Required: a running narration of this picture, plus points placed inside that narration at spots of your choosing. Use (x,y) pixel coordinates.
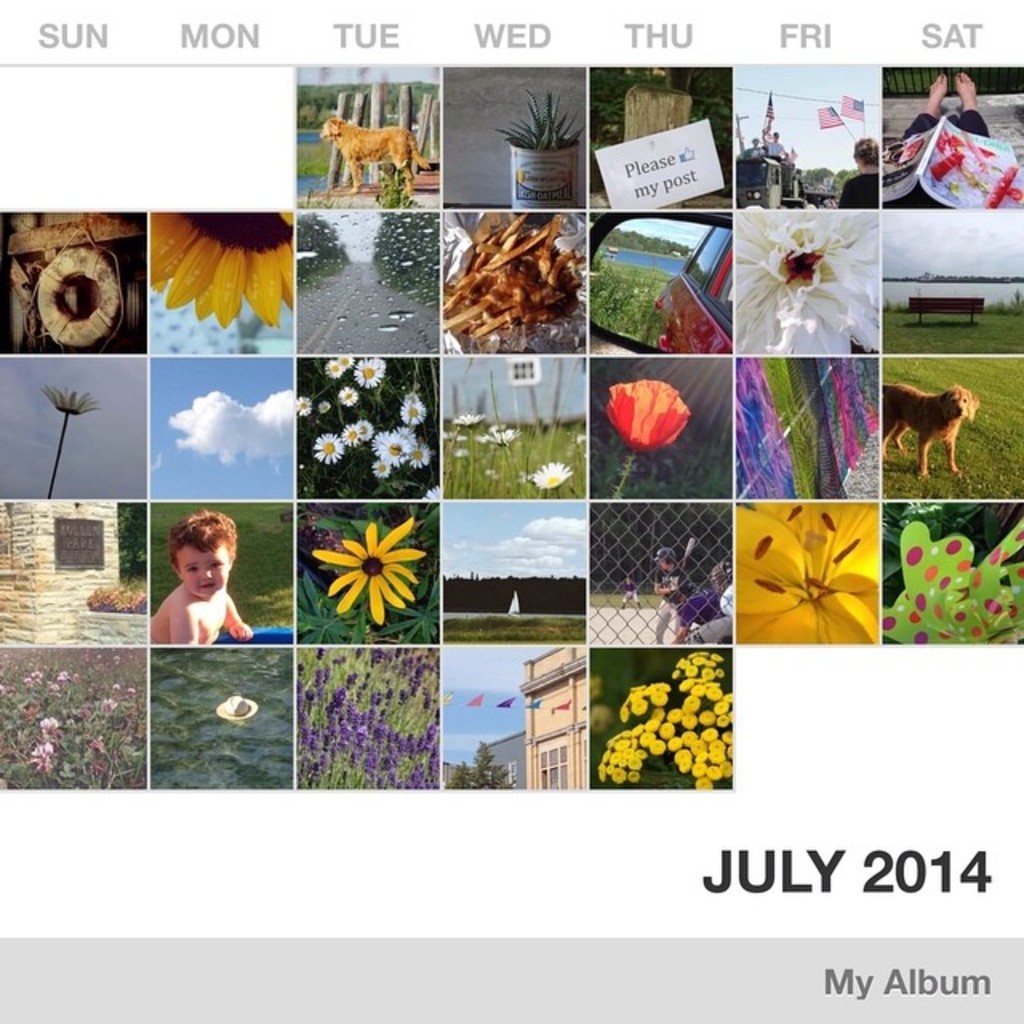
In this image we can see a photo collage (380,661) and we can also see some text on it.
